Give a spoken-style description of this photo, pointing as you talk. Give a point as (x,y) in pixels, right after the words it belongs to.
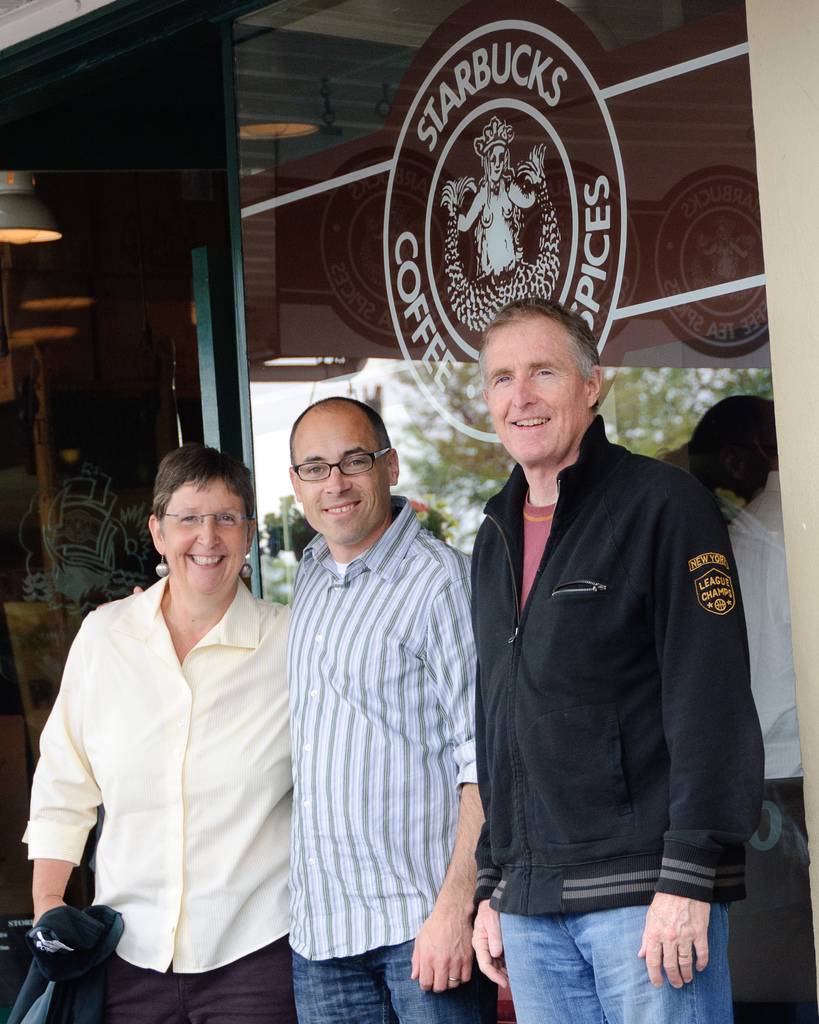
In this picture there are group of people (230,689) standing and smiling. At the back (389,210) there is a building (537,209) and there is a text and there is a logo (559,116) on the mirror (455,262) and there are lights (22,331) inside the room (194,408). There is reflection (295,404) of sky (280,457) and tree (417,419) on the mirror (765,614).
